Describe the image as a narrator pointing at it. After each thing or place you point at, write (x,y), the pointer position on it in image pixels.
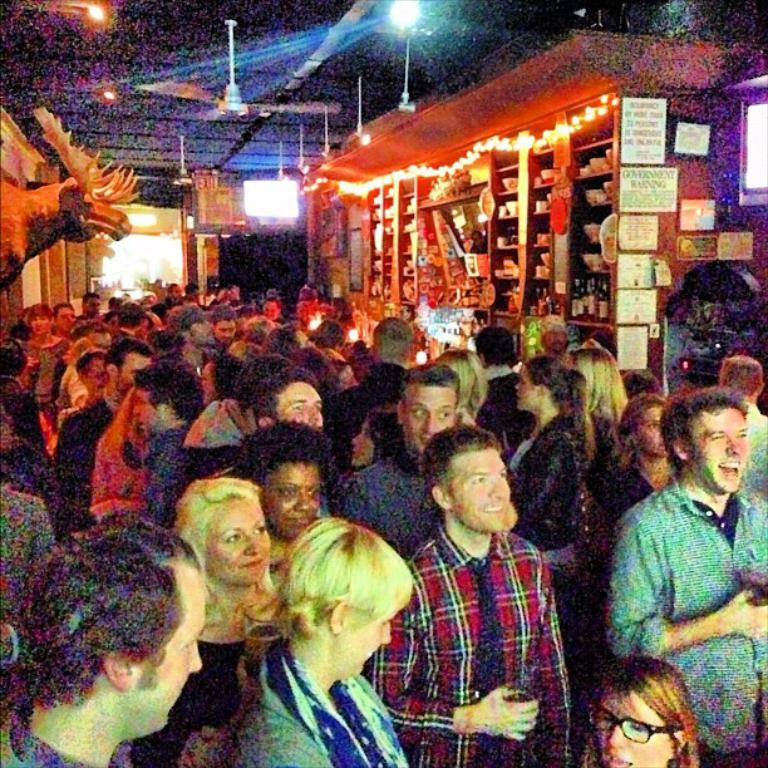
In this image there are group of people (499,497) and some of them are smiling, and in the background (551,231) there are some shelves (531,221). And in the shelves (528,233) there are some objects (564,224), and on the right side (654,205) there are some posters (654,221), television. And on the left side (67,224) there is a statue of an animal (88,233), in the background (164,239) there are some lights (304,166) wall (257,225) and at the top (254,68) there is ceiling (254,68), fan (227,110) and some lights (391,6).
